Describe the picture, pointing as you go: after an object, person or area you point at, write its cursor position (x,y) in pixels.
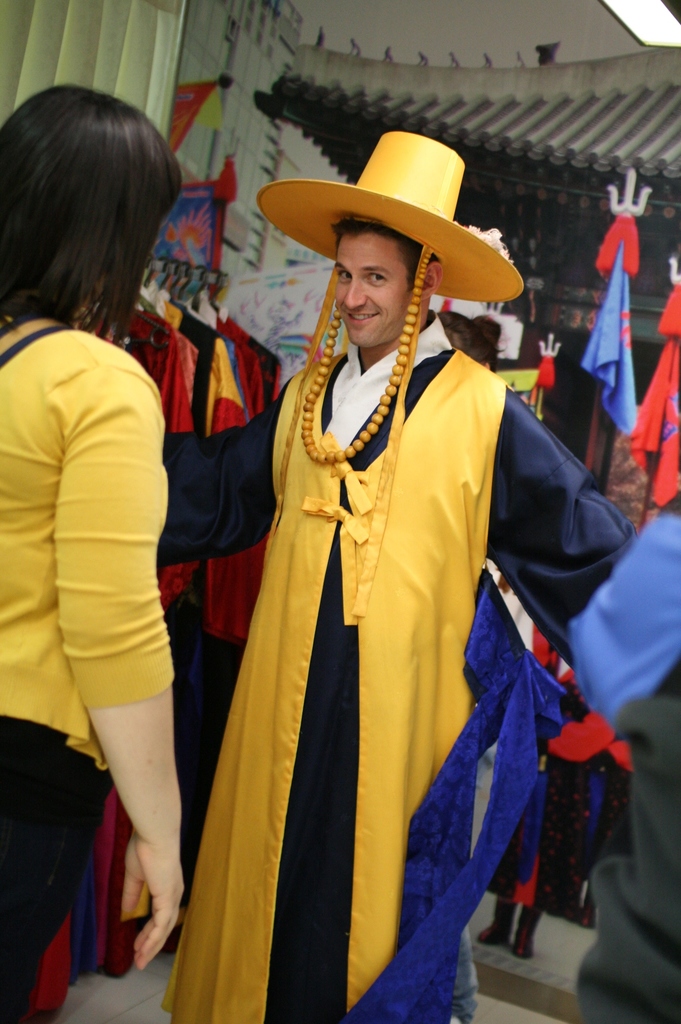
In this picture we can see a man (593,545) wearing a costume (528,431) with a hat (383,138) and looking at someone. There is a woman (107,282) standing in front of him.
